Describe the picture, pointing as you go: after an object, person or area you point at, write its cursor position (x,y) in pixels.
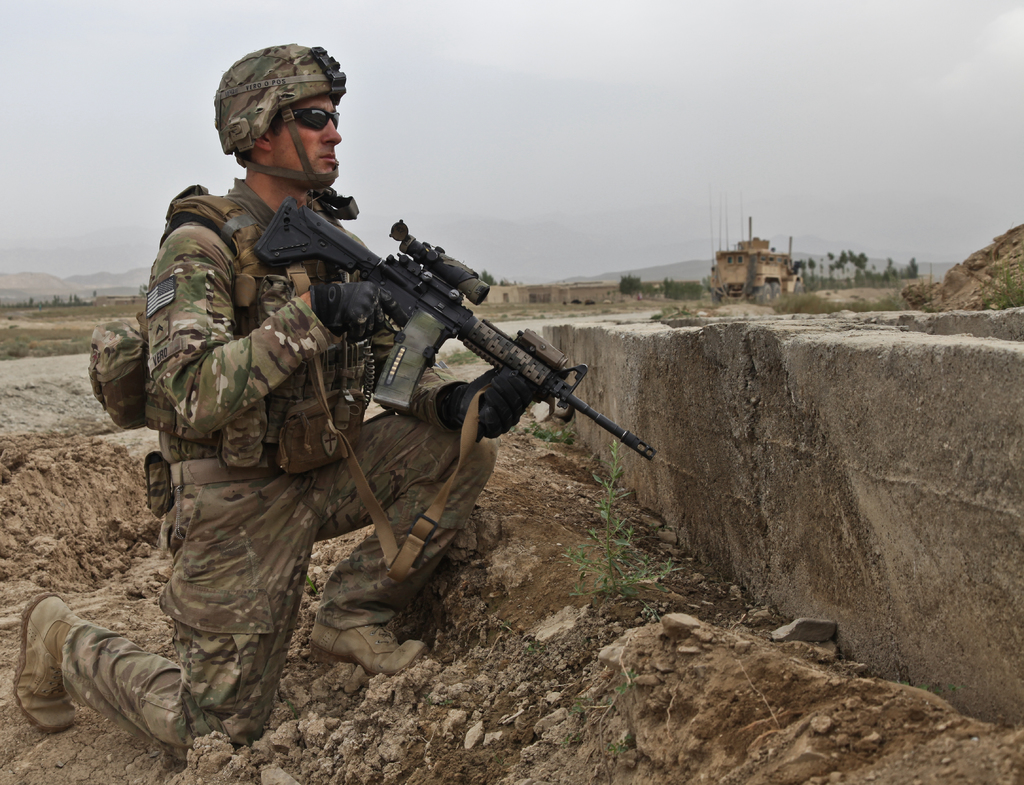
In the picture we can see an army person (250,102) sitting on the knee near the wall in the rocks and mud surface (735,689) and in the background (777,227) we can see some building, trees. Hills (686,273) and sky (448,198).
